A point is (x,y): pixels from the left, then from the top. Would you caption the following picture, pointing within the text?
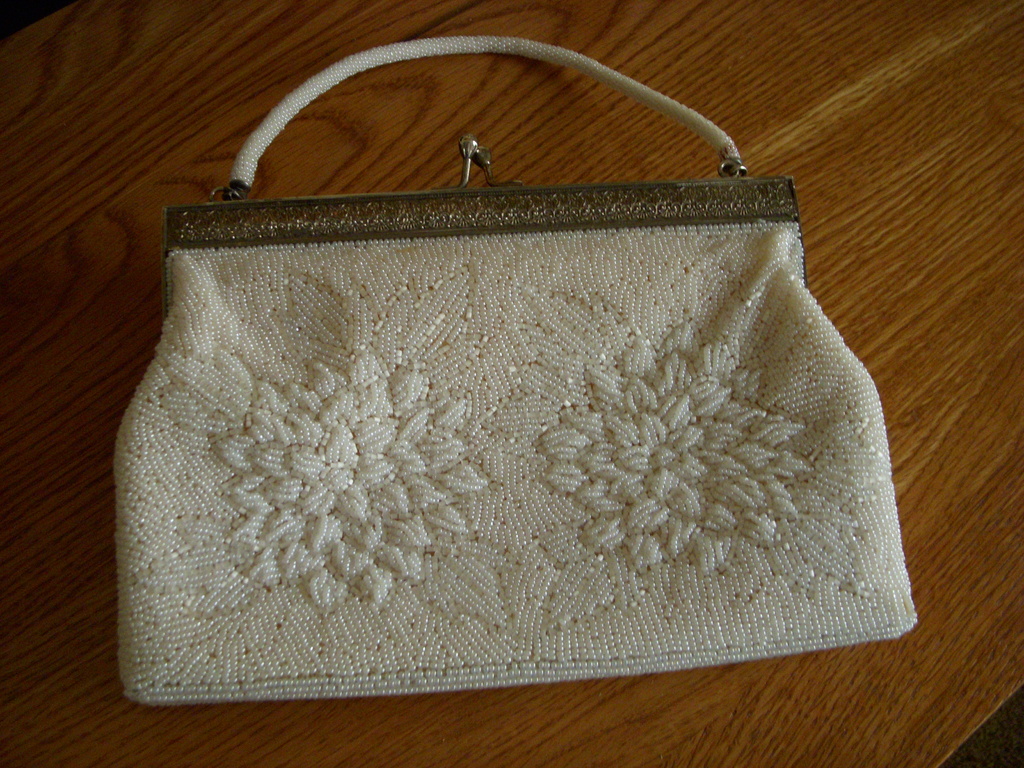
As we can see in the image there is a white color handbag (418,473).
